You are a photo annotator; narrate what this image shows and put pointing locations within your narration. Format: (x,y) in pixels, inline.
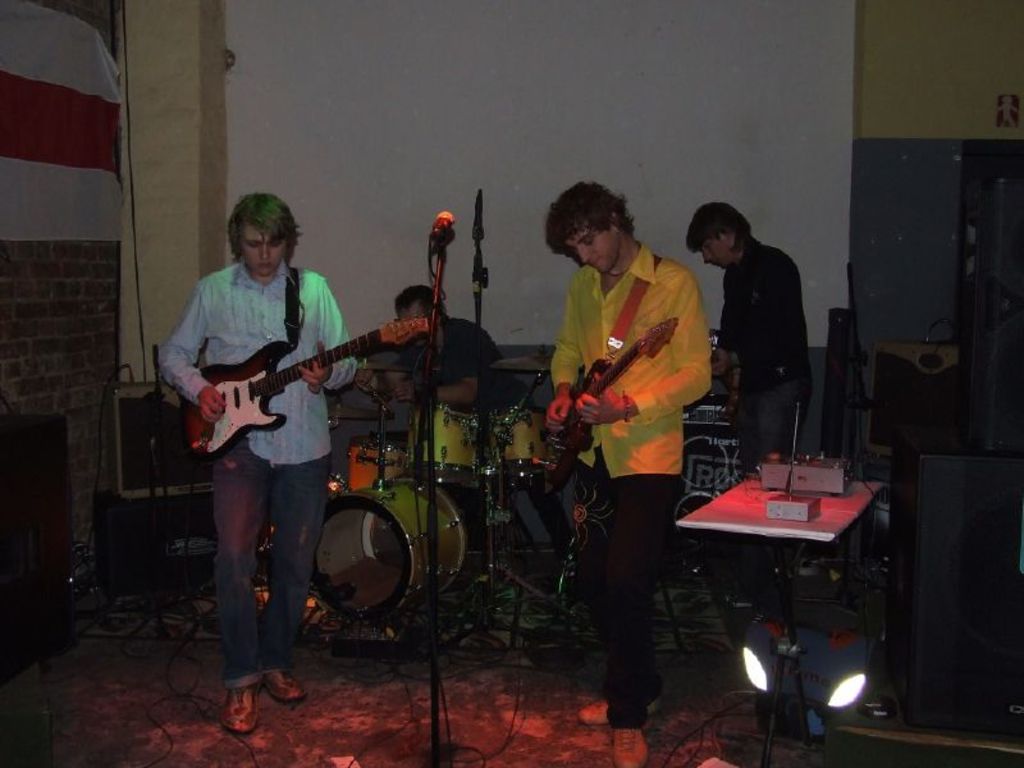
In this picture we can see two men (656,382) standing in front of a mike (425,369) and playing guitar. On the background (54,345) we can see a wall (444,120) with bricks (75,312). Here we can see one man (770,326) standing. Here we can see one man (473,364) sitting and playing drums (443,430). These are lights (763,675). This is a table (843,519) and there are some electronic devices (798,498) on it.
